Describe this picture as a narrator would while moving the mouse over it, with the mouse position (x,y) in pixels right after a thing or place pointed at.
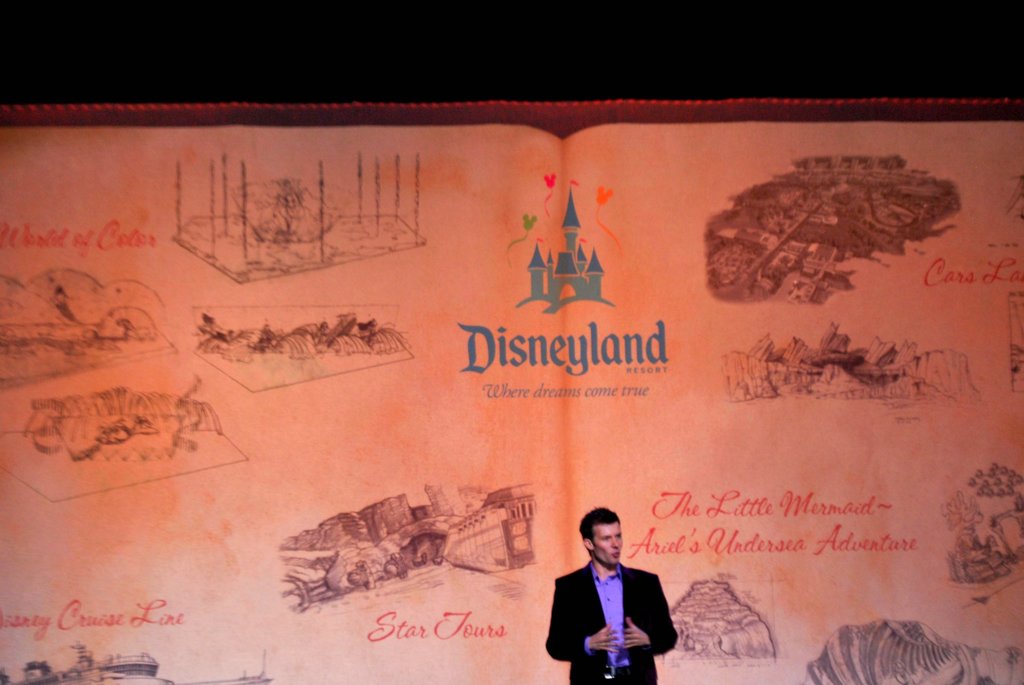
In this image, we can see a person (594,535) who is wearing some clothes (607,605) and he is talking. In the background (519,154), we can see a screen (432,504) with some pictures (344,355) and text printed on it.
